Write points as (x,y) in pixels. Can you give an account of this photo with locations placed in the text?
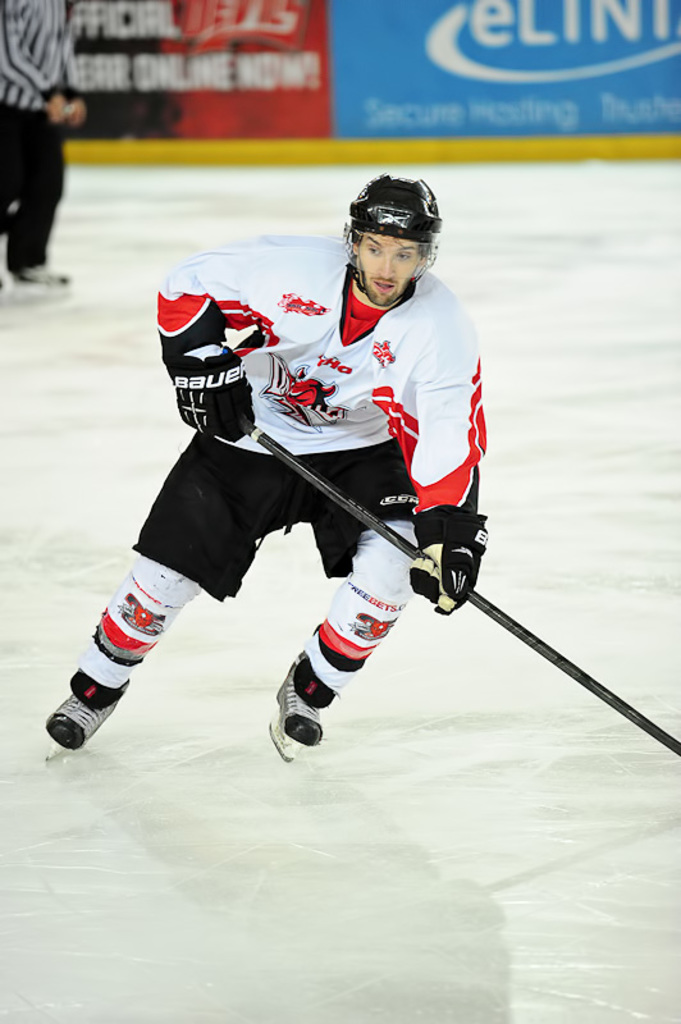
In this image I can see a person (244,521) is skating and holding stick (625,704). The person (348,416) is wearing white, red and black color dress (363,413). Back I can see another person (59,158) and few colorful boards (319,87).
